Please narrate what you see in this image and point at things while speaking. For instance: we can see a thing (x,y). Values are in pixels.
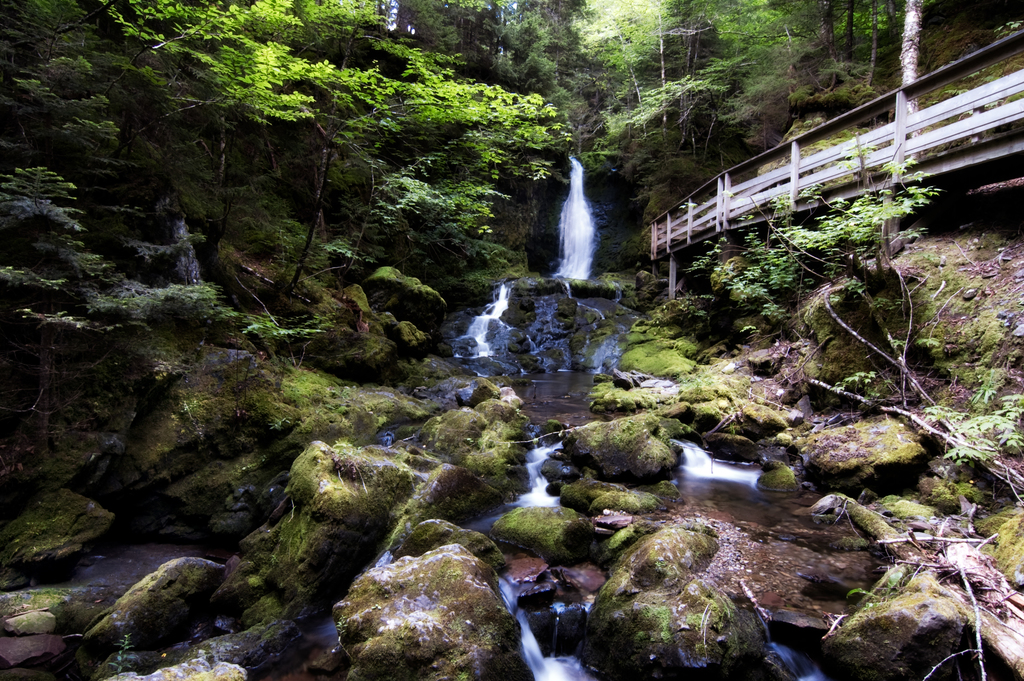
In the image there are rocks (480,648) with algae (487,618). In the background (576,186) there is waterfall (569,207) and also there are many trees (679,32). On the right side of the image (803,171) there is railing (1009,111).
